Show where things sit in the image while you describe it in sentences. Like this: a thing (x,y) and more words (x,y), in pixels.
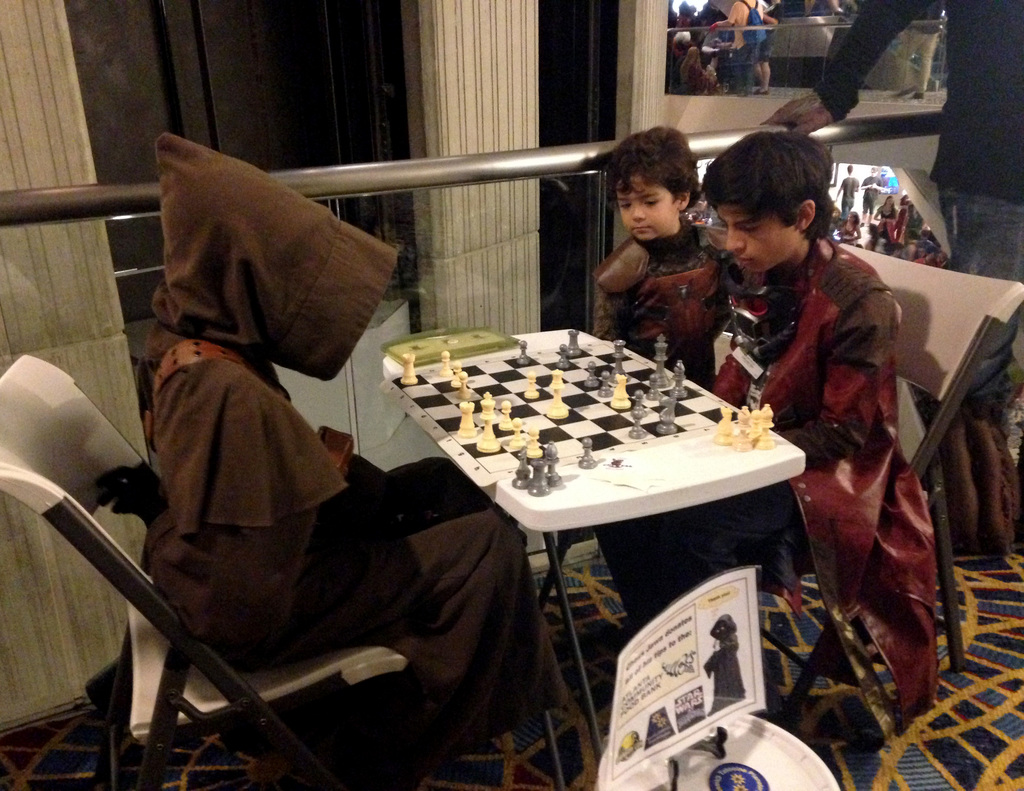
This picture is of inside. On the right corner (972,97) there is a man (964,260) standing and on the right (831,295) there is a person (818,358) sitting on the chair (910,329), beside him there is a boy (673,270) seems to be standing. In the center (505,354) there is a table (623,497) on the top of which the chess board (596,406) is placed. On the left (244,339) there is a person (285,616) sitting on the chair (129,620). In the background (765,14) we can see group of people (723,36).
